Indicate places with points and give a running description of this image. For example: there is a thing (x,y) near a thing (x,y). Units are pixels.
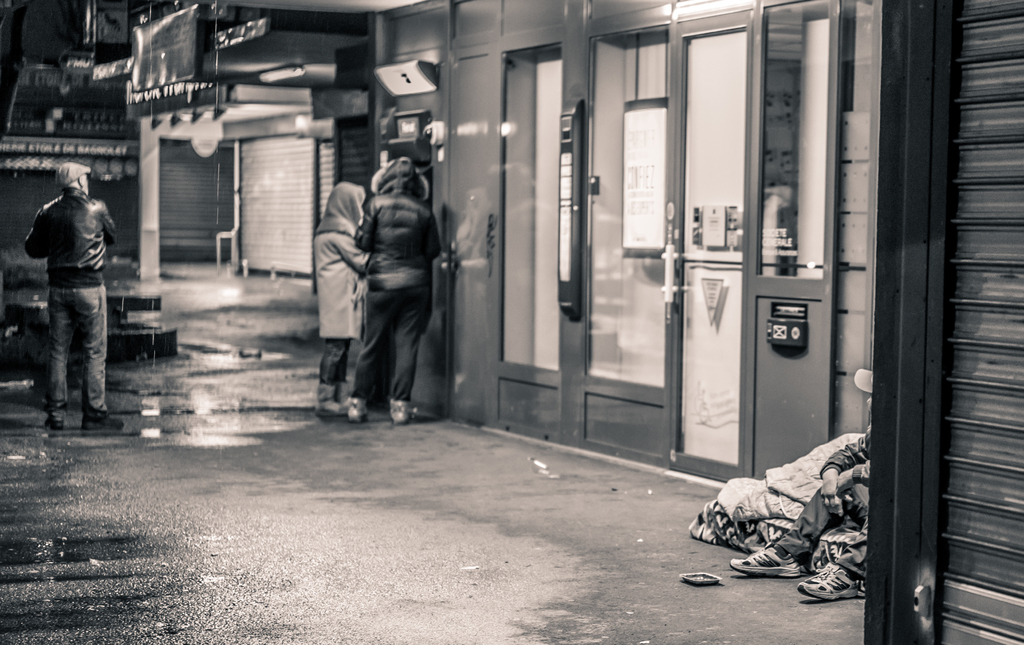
On the left side (71,210), there is a person (71,210) in a black color jacket (83,222), standing on a wet road (107,402). On the right side (856,524), there is a person (864,443) sitting on the cloth (791,503), there is a shutter (986,419) and there are two persons (430,224) standing in front of a building (382,105), which is having windows (545,84) and a door (692,250). In the background (270,185), there are other buildings (265,111).
